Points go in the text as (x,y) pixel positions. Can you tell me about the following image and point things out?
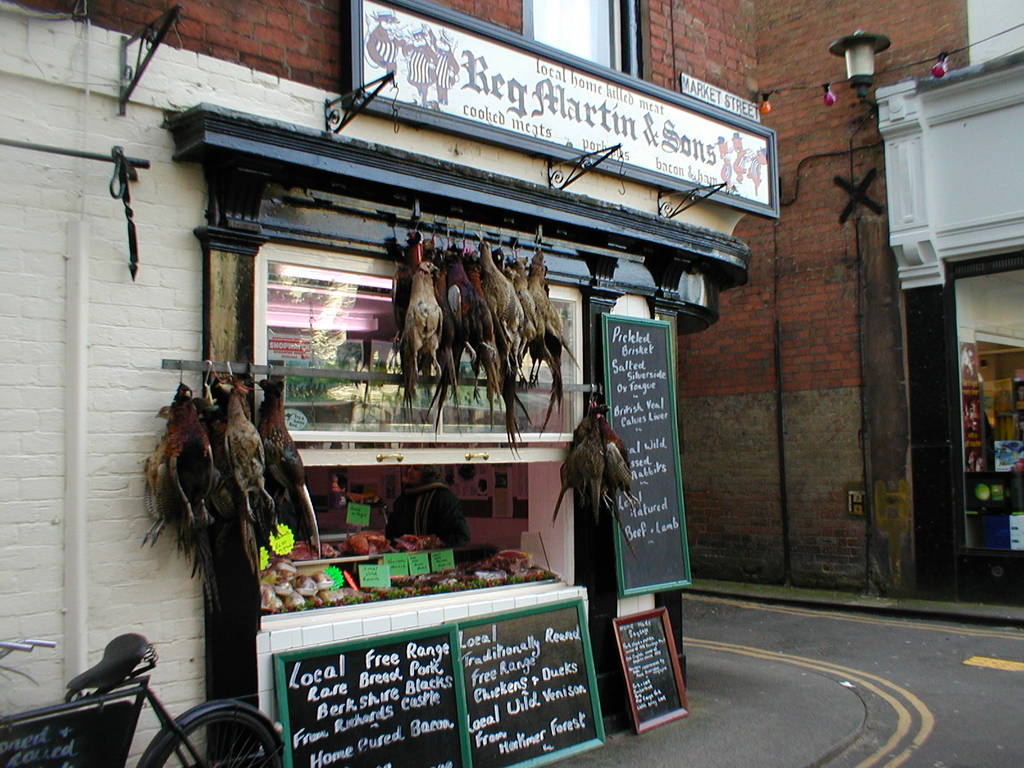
In this image, there is an outside view. There is a shop (493,449) in the middle of the image (591,437) contains some hens (552,343). There are boards (350,706) at the bottom of the image (495,732). There is a cycle (230,710) in the bottom left of the image (73,734).
